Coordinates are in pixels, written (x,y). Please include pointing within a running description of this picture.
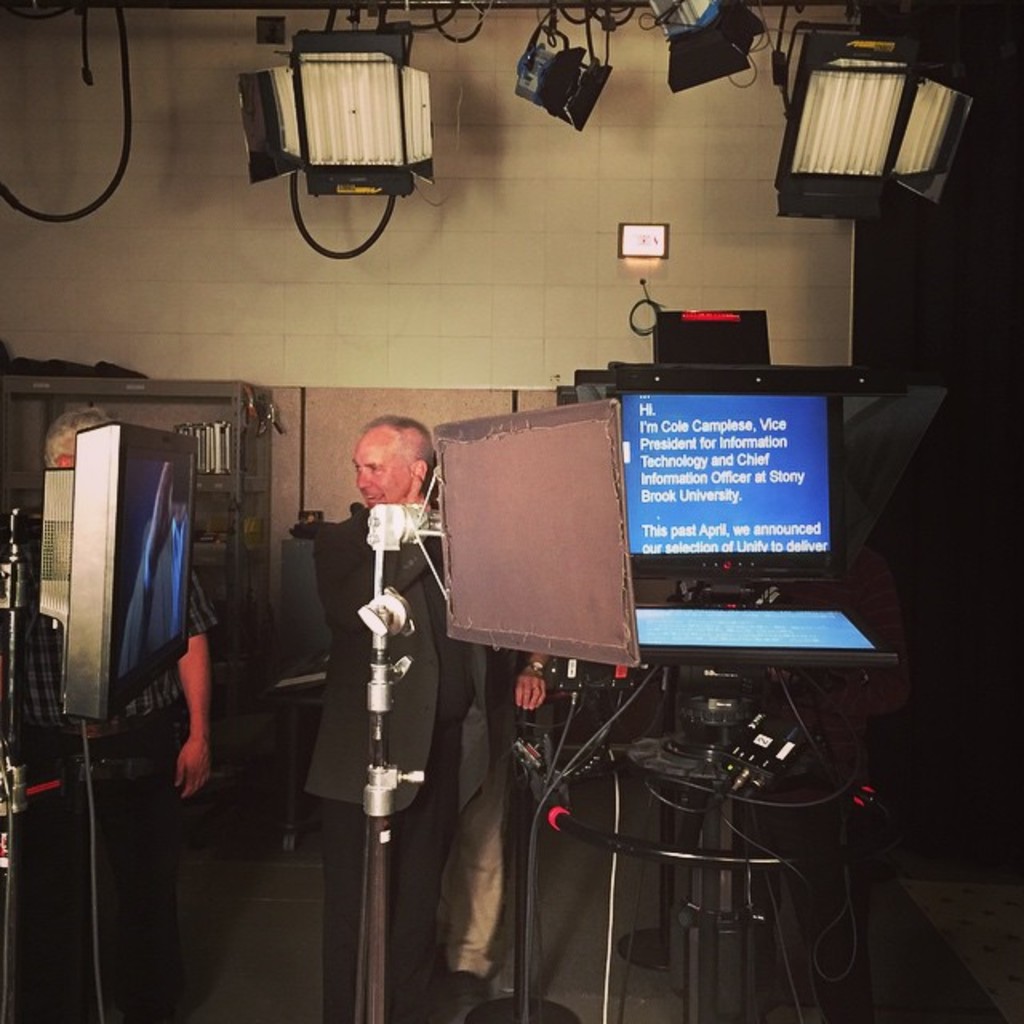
In this image there are three men (370,485) standing, there is a man (383,465) talking, there are objects (734,957) towards the bottom of the image (745,944), there is a screen (683,509), there is text (727,479) on the screen (754,501), there are lights (842,103) towards the top of the image (678,69), there are wires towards the top of the image (456,76), there is a wall (464,244), there are objects (658,240) on the wall (379,260).
